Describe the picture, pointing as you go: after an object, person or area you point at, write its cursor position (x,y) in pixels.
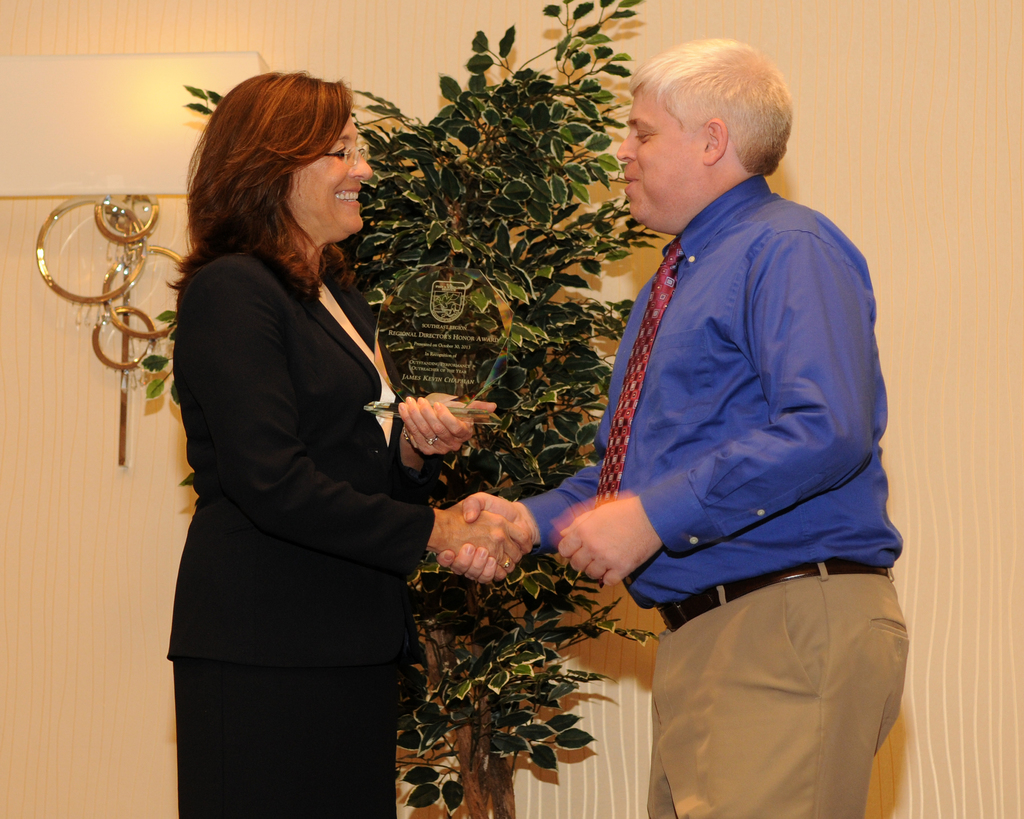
There is a woman (332,699) and a man (766,438), both are greeting each other and the woman (324,442) is wearing black blazer (324,427) and the man (519,517) is wearing blue shirt (672,358). Behind these two people (671,358) there is a plant (434,261) and in the background (49,471) there is a wall (22,502).
